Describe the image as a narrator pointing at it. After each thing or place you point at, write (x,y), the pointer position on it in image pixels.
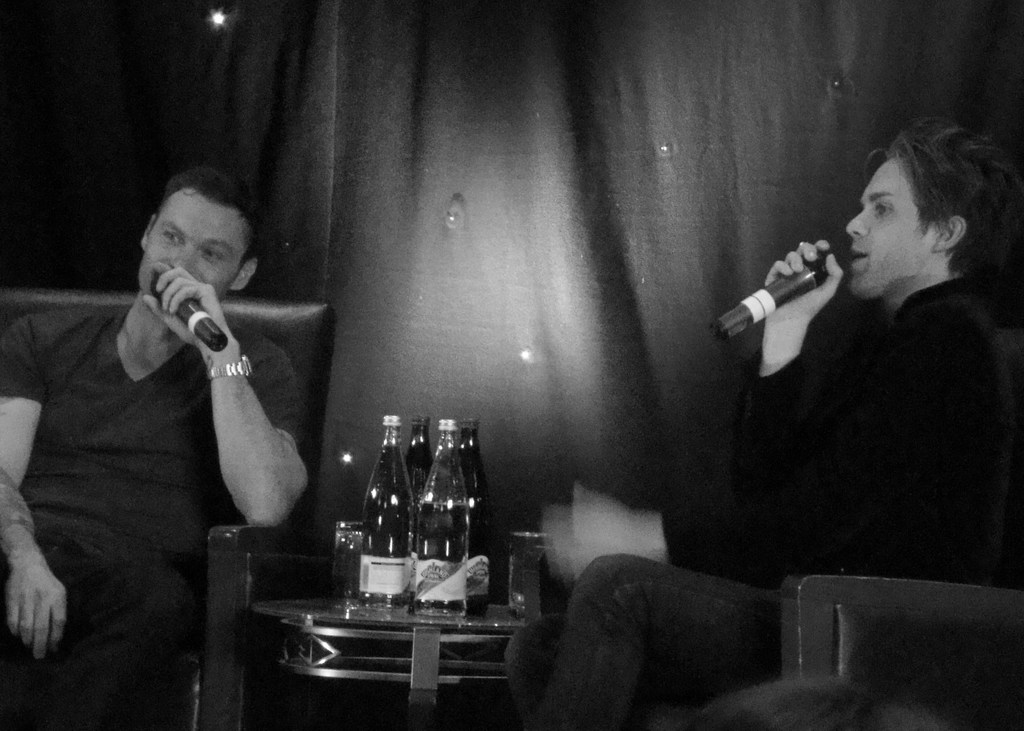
In this picture we can see two people (678,505) are seated on the chair (861,614) and talking with the help of microphone (816,270), in front of them we can see couple of bottles (432,479) on the table (451,641).
